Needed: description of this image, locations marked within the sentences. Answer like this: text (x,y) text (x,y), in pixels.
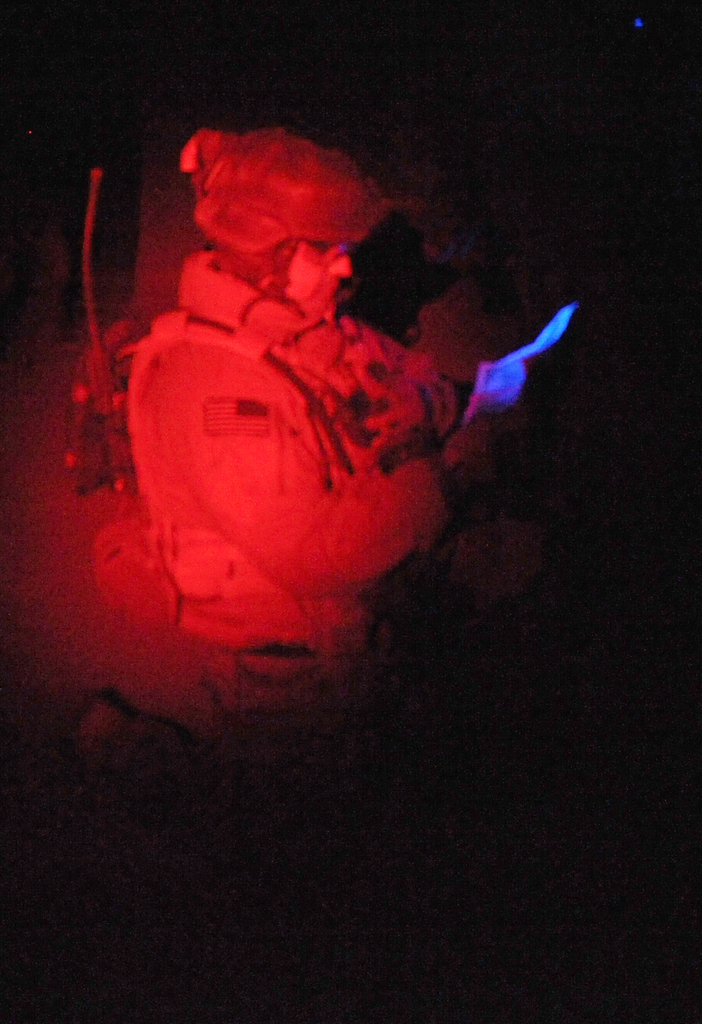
In this picture I can see in the middle (361,412) there is a person (326,487), this person (293,483) is wearing the dress (283,458) and a cap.
